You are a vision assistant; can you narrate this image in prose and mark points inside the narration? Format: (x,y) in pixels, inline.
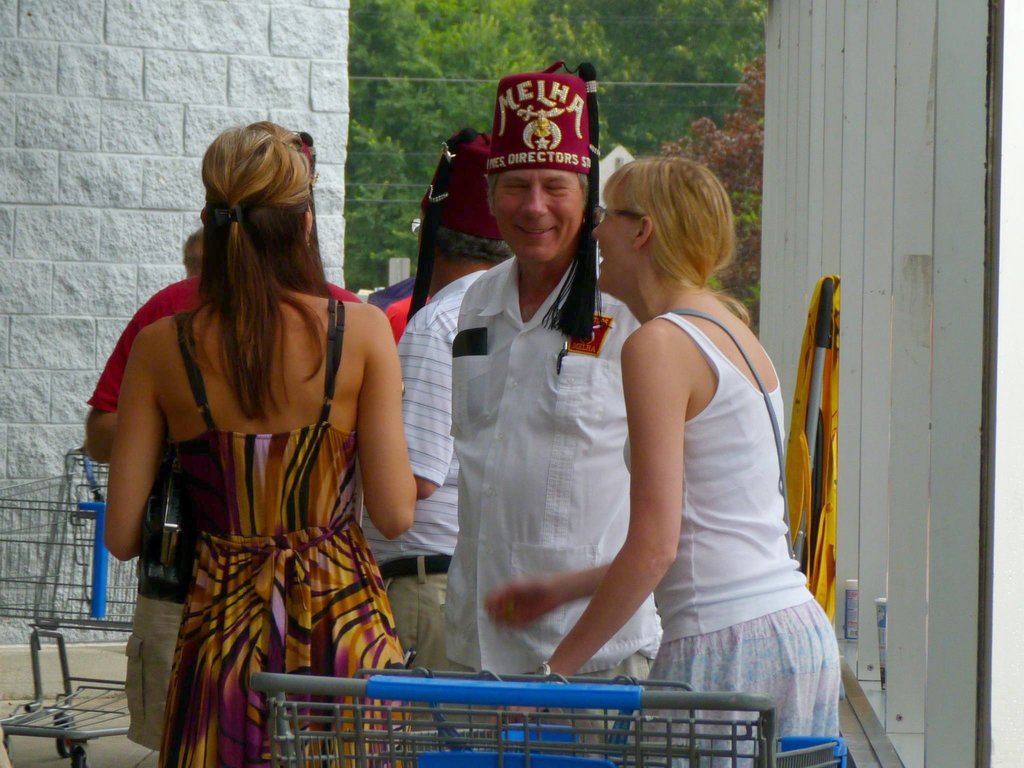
In this image in the front (474,705) there is a trolley (538,708). In the center (391,377) there are persons (447,334) standing and smiling. In the background (790,333) there are trees (478,28), there is a wall (25,318) and there is a trolley (65,561) and there is an object (811,424) which is white and yellow in colour.
